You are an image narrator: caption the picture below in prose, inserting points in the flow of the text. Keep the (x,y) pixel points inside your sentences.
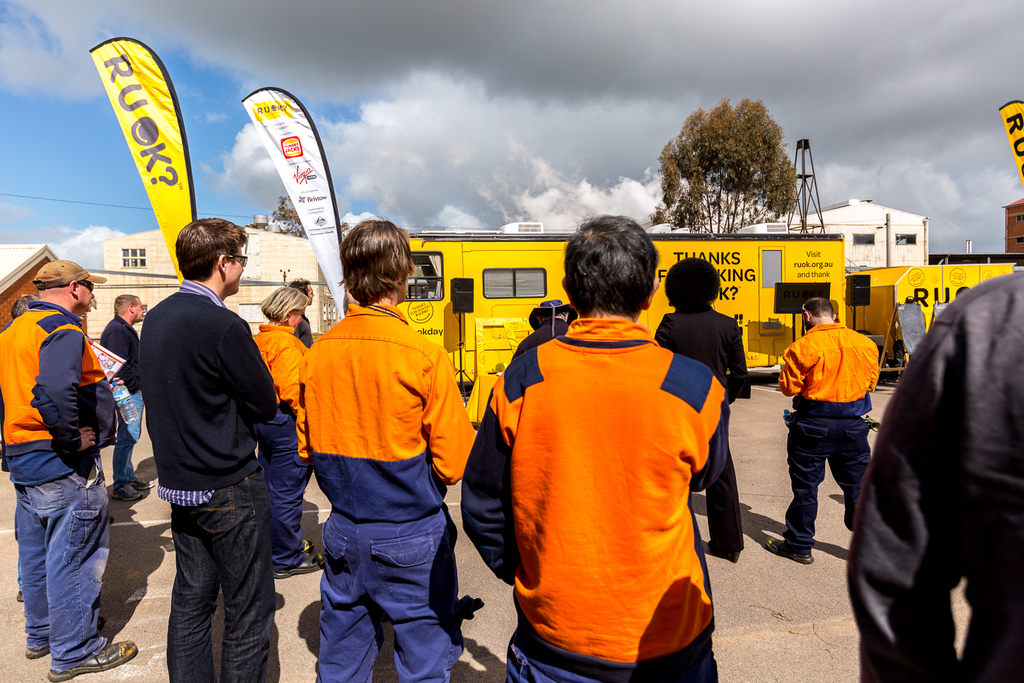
In this image there are people (797,383) standing, in the background (480,275) there are vehicles (501,264), houses (864,262), trees (739,215) and the sky (489,85) and there are flags (157,123), on that flags (306,161) there is some text (301,177).
